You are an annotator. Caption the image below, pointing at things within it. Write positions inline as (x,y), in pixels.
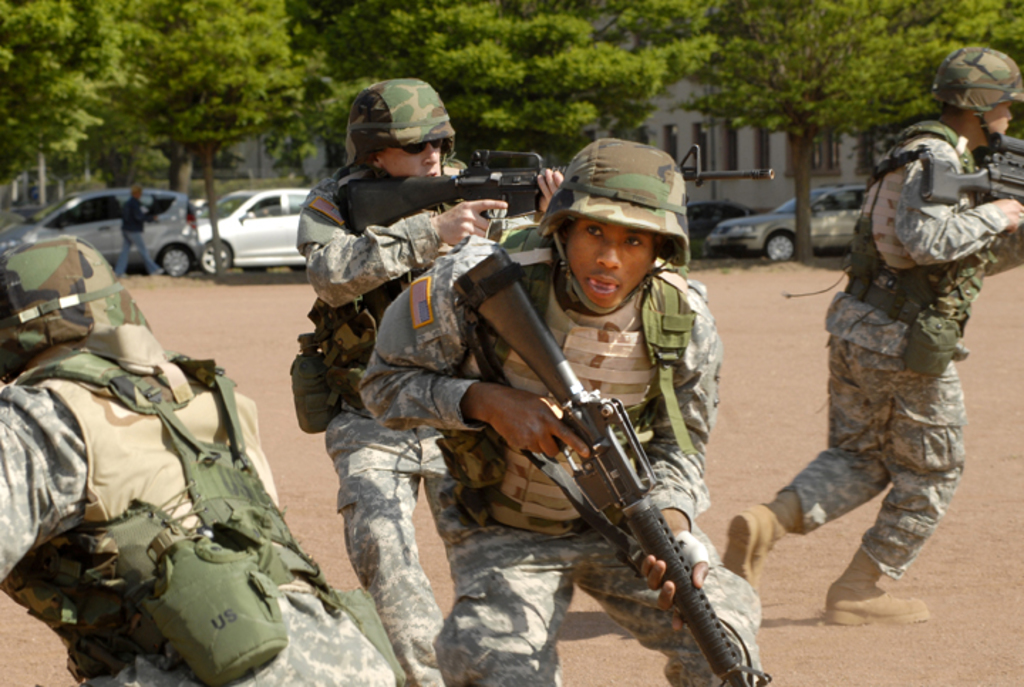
In this image I see 4 men (110,406) who are wearing army uniform (501,613) and I see that these 3 men (603,286) are holding guns (512,207) in their hands (468,238) and I see that 4 of them are wearing helmets (16,296) and I see the ground (978,619). In the background (144,226) I see the cars (47,233) and I see a person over here and I can also see the trees (601,78) and a building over here.
